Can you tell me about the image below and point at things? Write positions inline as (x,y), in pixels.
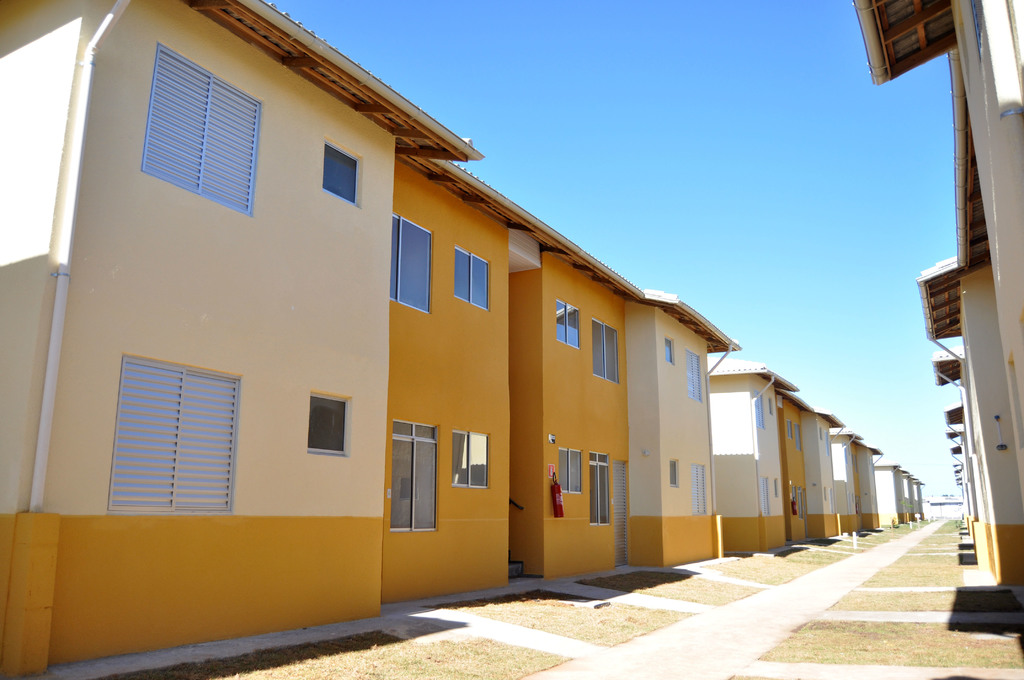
In this image I can see number of buildings (428,393) and a path (776,671). I can also see a fire extinguisher (559,492) on a wall (547,498) of a building (577,500). In the background (810,144) I can see clear sky (690,100).
